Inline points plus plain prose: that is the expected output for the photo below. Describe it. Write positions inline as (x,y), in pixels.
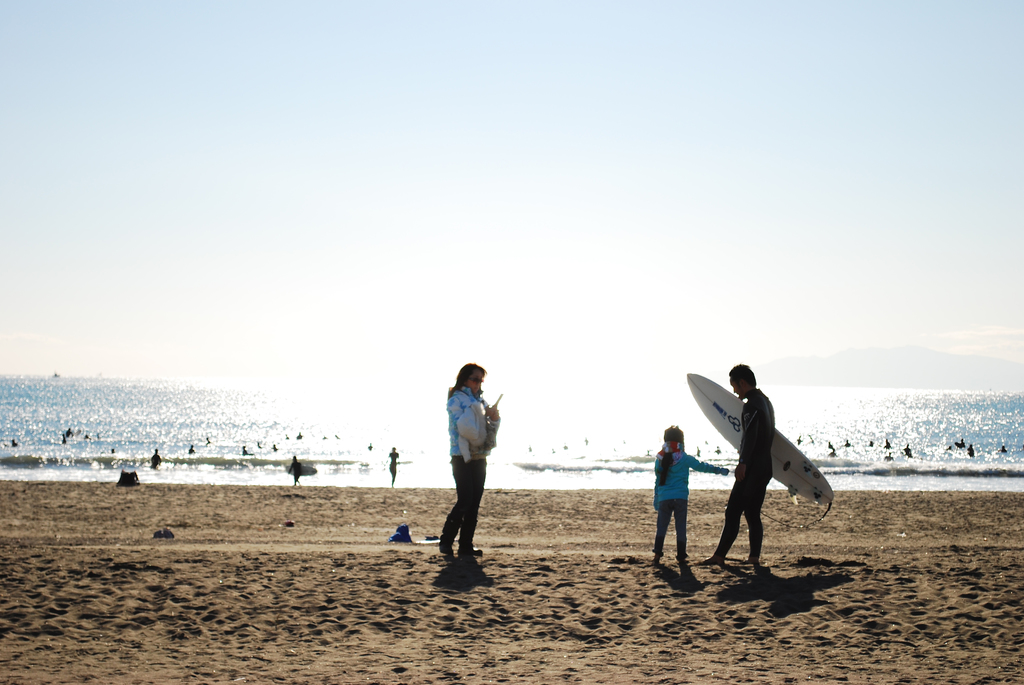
As we can see in the image there is a sky (222,214), water (308,438), ground (390,601) and few people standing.
